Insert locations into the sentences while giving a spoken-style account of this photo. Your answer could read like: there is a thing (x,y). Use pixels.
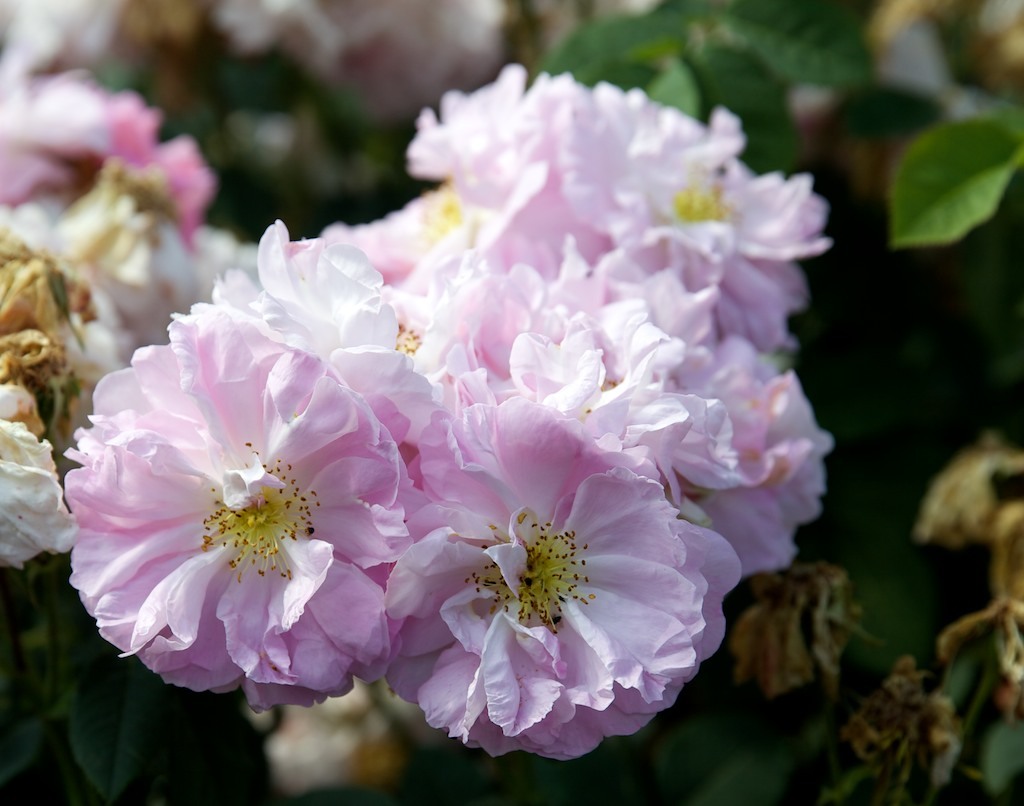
As we can see in the image there are plants (605,33) and pink color flowers (386,445).
